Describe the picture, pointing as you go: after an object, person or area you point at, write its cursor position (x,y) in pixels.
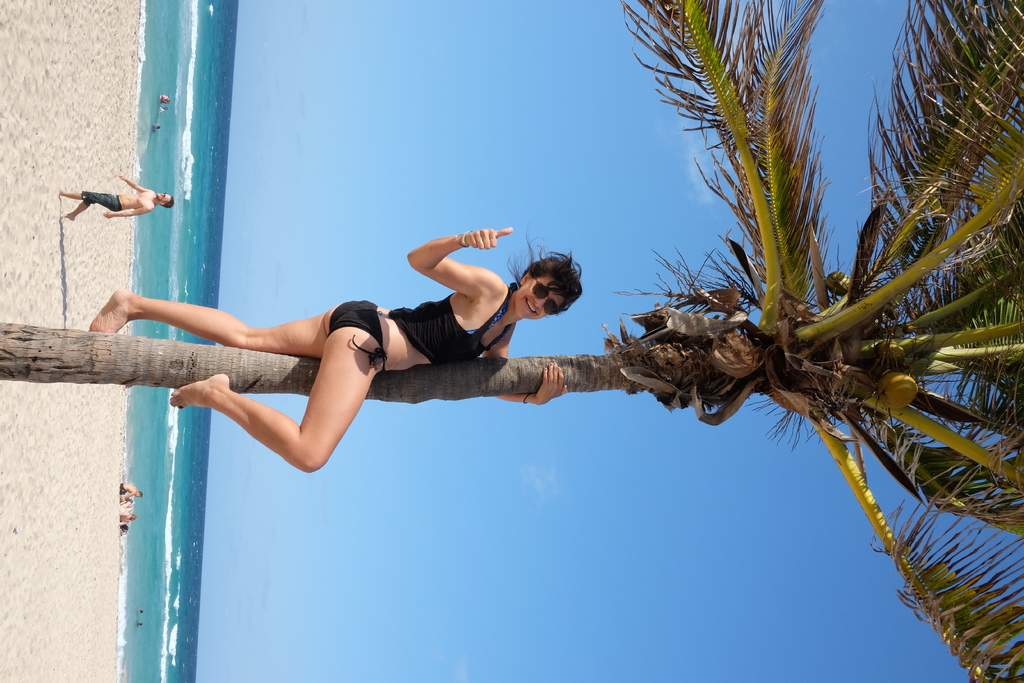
In this image in the center (531,360) there is one tree (34,378) and one woman (229,393) is holding a tree (492,357) and smiling, and in the background (165,488) there is a beach (151,516) and some persons (107,198) some of them are sitting and one person (123,201) is walking. On the left side (62,214) there is sand (65,486) and on the right side (725,493) there is sky (643,547).
